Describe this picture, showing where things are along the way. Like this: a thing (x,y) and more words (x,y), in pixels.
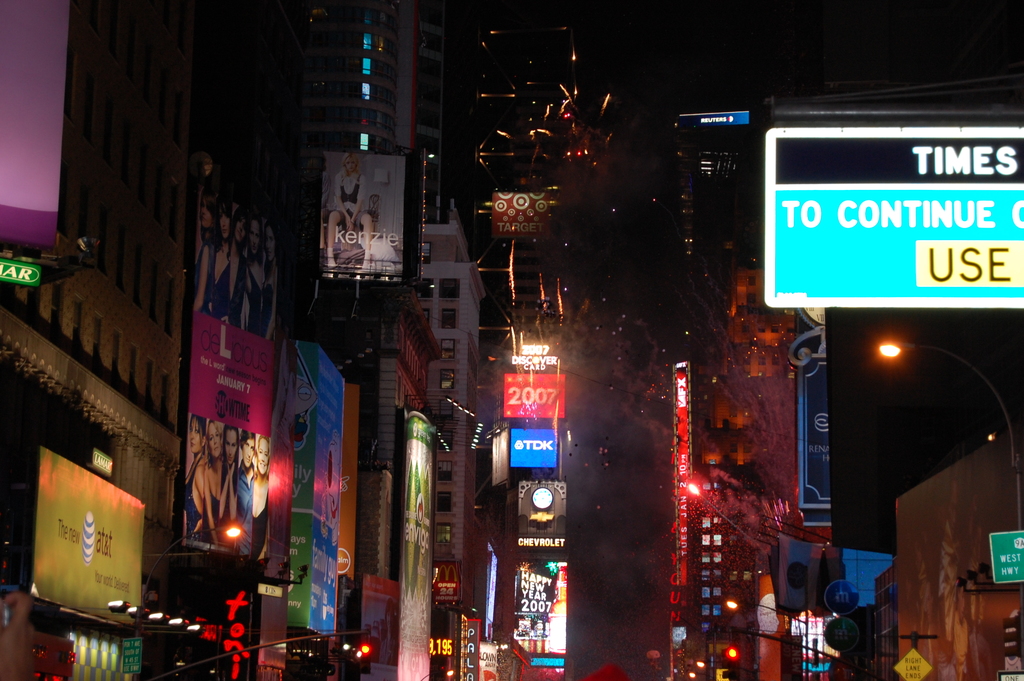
This picture is clicked outside and we can see the text (205,364) and pictures (333,234) of persons (196,466) on the banners (211,474) and we can see the buildings (539,559), lights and some other objects (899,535).
